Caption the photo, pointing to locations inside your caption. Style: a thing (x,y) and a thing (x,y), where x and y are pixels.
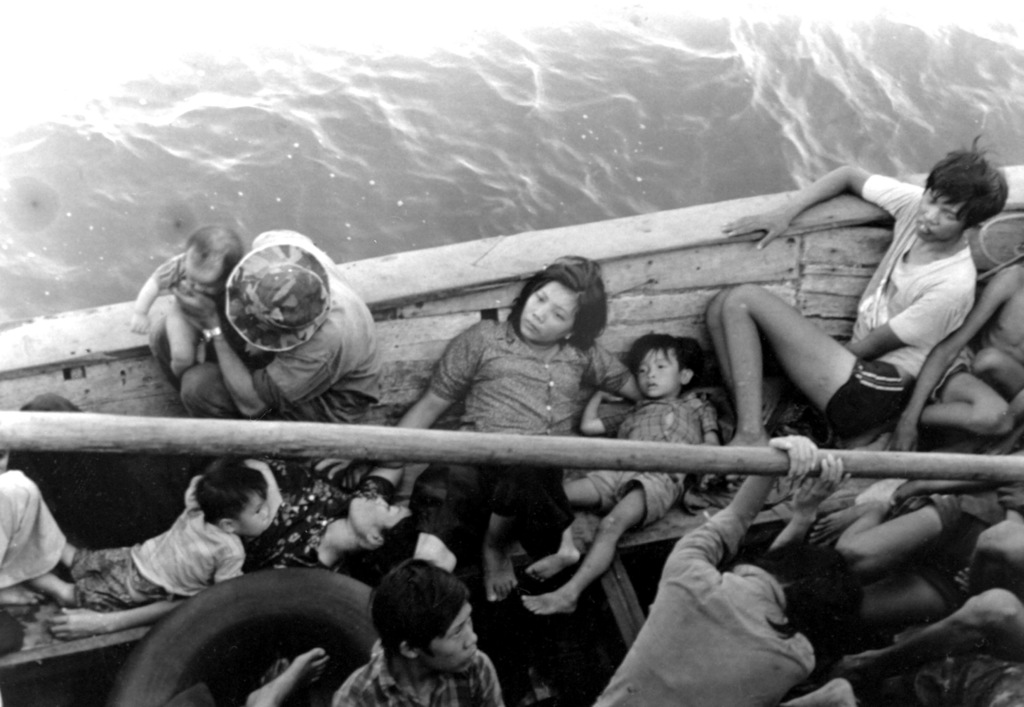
In this image we can see black and white picture of a group of people (861,358) sitting in a boat (580,703) placed in the water (137,177). One person (691,619) is holding a wooden pole (764,452) with his hands (813,451). In the foreground (320,615) we can see a tyre (172,662).
